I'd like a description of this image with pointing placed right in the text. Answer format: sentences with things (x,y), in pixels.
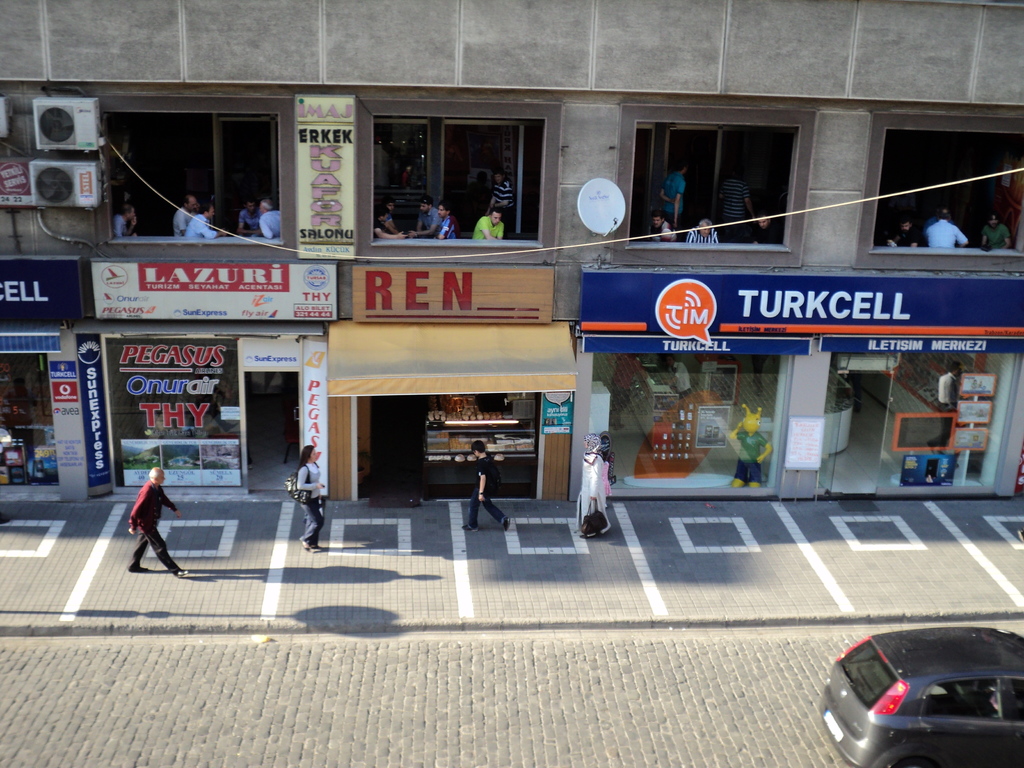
In this image we can see a few people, there are shops (120,394) and some written text (942,347) on the board (73,287), car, there is a building (838,180), windows (474,168) and few people (251,228) are sitting, cable wire (784,216), we can see the air conditioners (77,142) on the wall (67,70).
